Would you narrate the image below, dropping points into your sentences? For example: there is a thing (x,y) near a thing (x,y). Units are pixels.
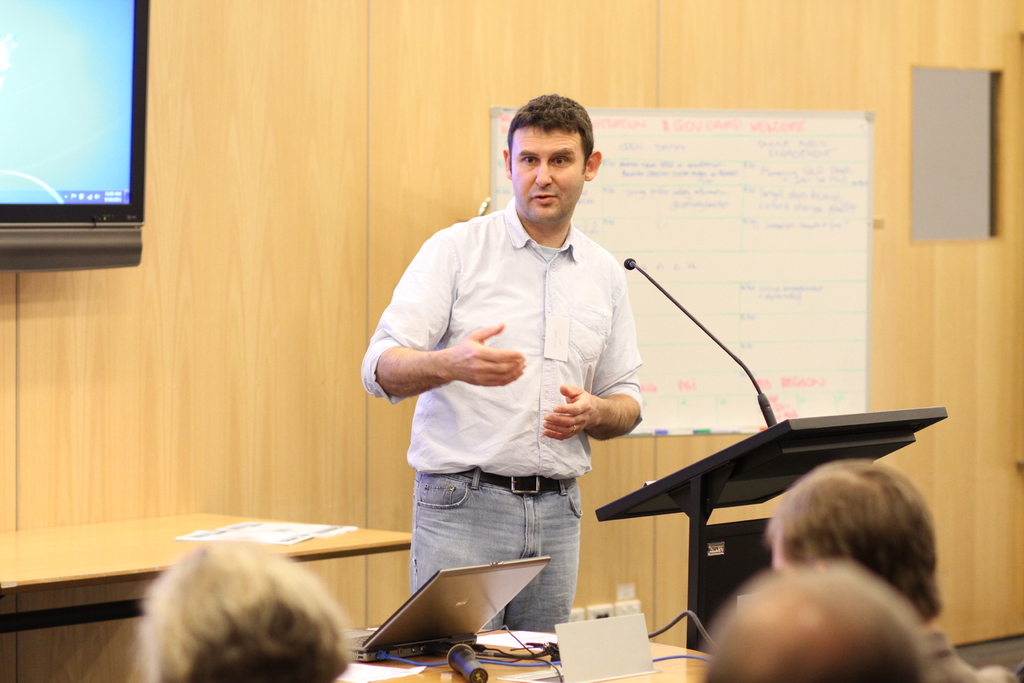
In this image I can see four persons (456,371) and I can see one man (436,428) is standing. I can also see two tables (431,672), a podium (790,444), a mic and on these tables (440,660) I can see a laptop (469,641), few papers (536,680), few wires (491,654) and few other things (603,656). In the background (672,143) I can see a white colour board (770,164) and on it I can see something is written. On the top left side of the image (17,35) I can see a screen (103,23) and on the right side of the image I can see a grey colour thing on the wall (885,247).
